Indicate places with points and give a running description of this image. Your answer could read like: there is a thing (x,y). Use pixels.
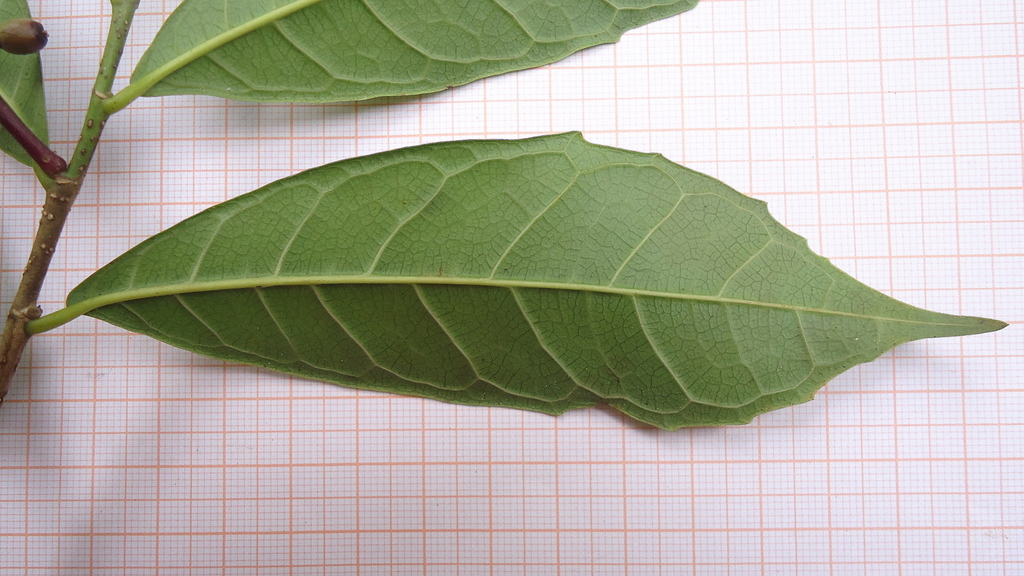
On the left side (113,7), there is a branch (47,250) of a tree (40,264) having green color leaves (210,82) and a fruit (27,39). In the background (218,116), there is a graph paper (435,138).
